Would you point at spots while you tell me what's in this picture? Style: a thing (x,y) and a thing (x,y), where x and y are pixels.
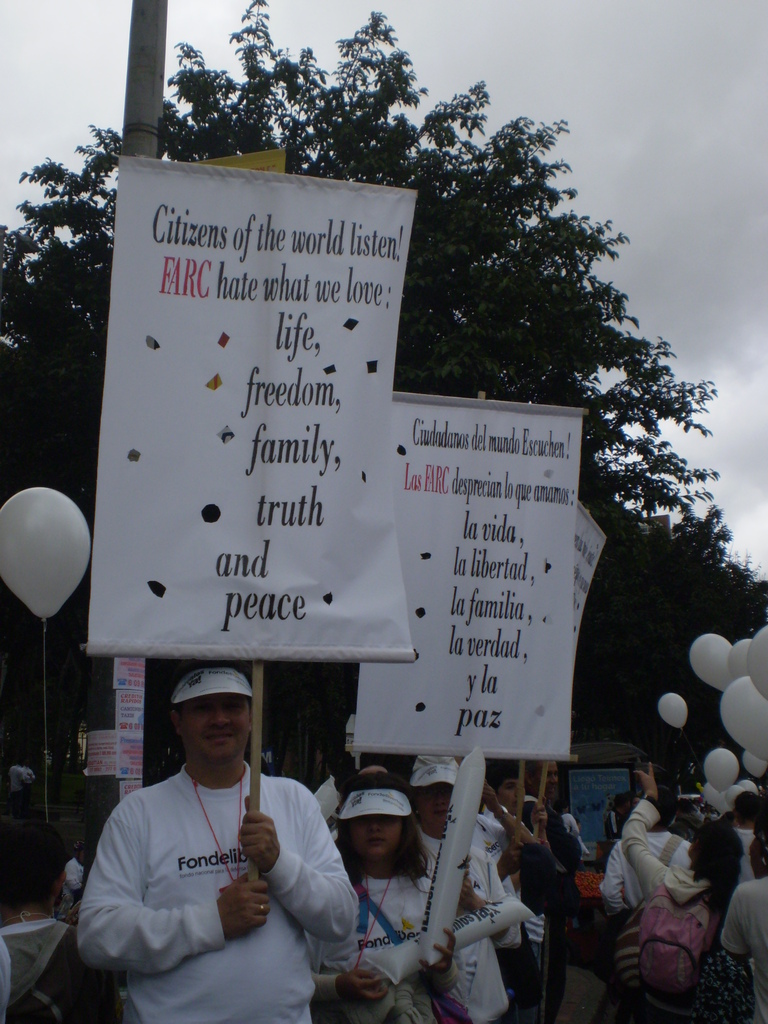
In this image I can see few people (512,891) with different color dresses (161,937). I can see few people (241,804) holding the banners (287,643) and few people (641,889) holding the white color balloons (678,722). In the background (214,121) I can see the pole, many trees (465,208) and the sky (576,103).
